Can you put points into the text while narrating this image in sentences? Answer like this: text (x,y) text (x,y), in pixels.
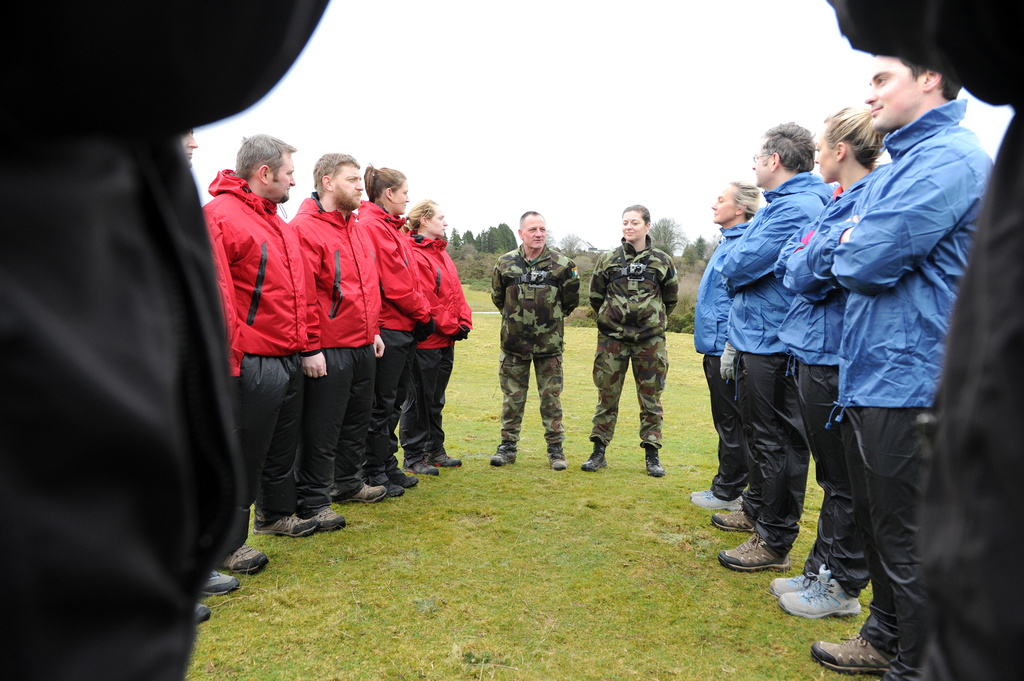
In this picture we can see a group of people (384,470) on the ground (539,511) and in the background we can see trees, sky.
